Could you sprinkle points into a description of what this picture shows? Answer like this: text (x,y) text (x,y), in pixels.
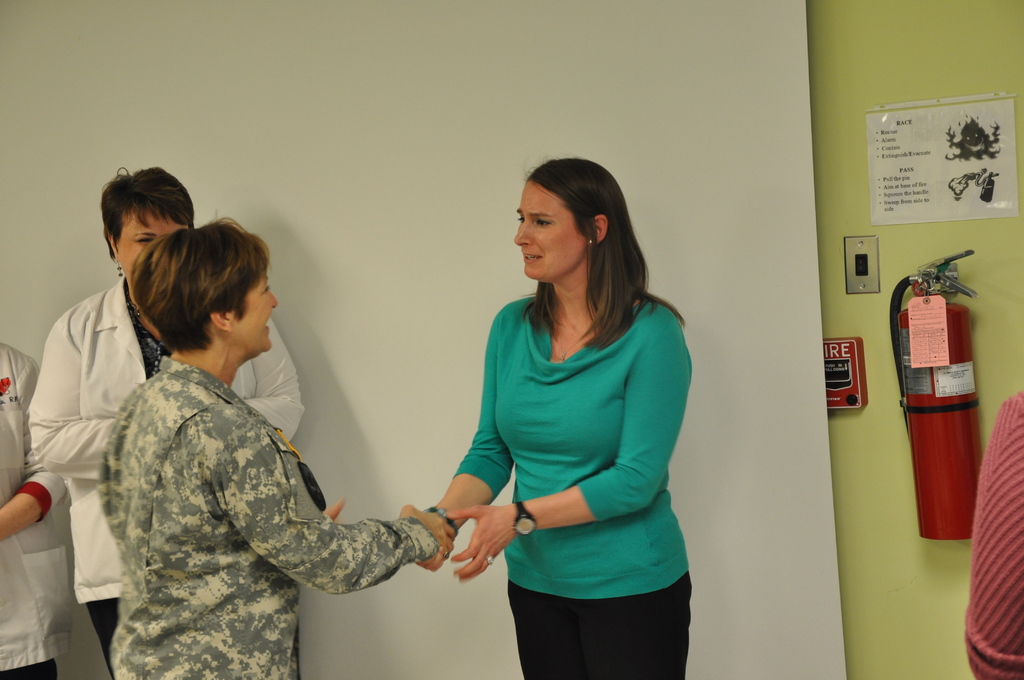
In front of the picture, we see two women (516,367) are standing. They are shaking their hands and one of them is smiling. Beside them, we see two women (64,414) who are wearing the white aprons (68,443) are standing. Behind them, we see a white wall (512,196). On the right side (830,231), we see the light green wall (833,196) on which the poster (919,142) is pasted. Beside that, we see the fire extinguisher (935,270).
